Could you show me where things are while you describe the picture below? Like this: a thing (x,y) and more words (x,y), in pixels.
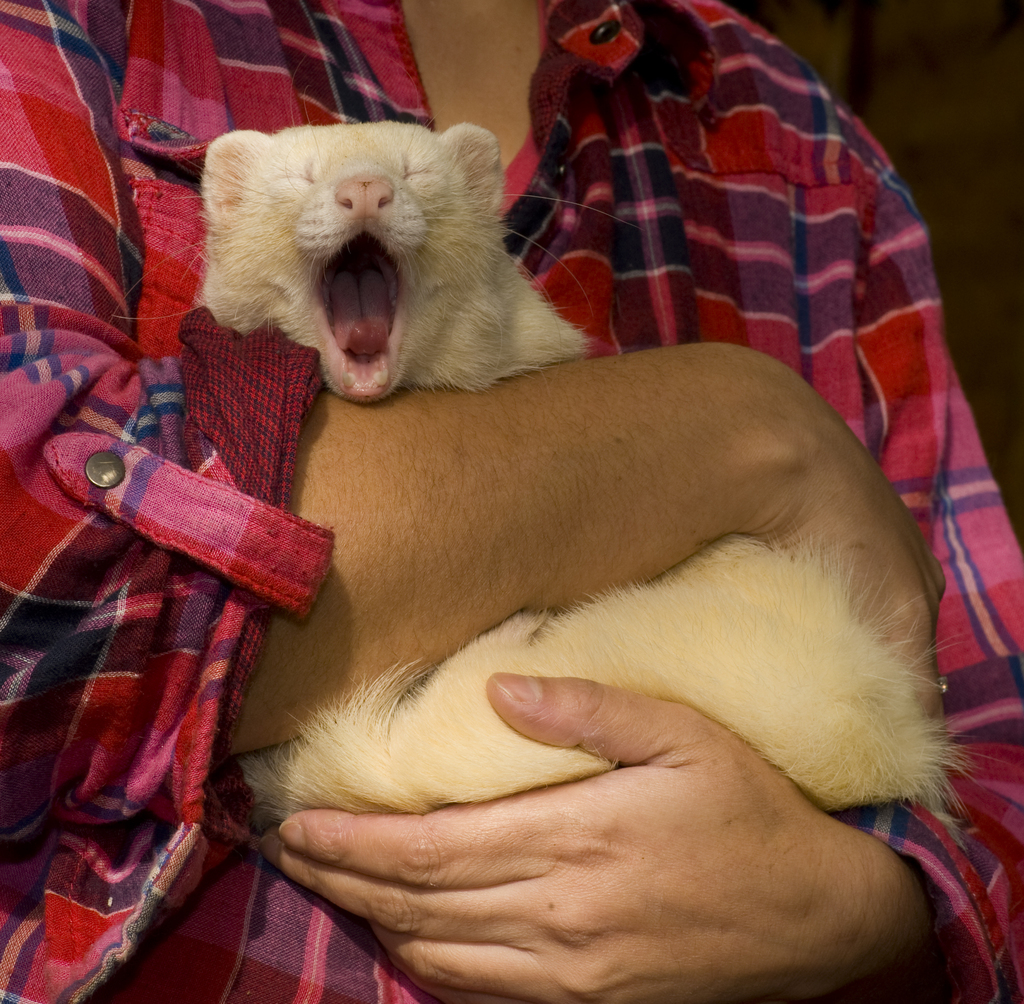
In this picture we can see a person (140,377) is holding an animal (336,351) with hands (626,718) and in the background (943,155) it is blurry.
